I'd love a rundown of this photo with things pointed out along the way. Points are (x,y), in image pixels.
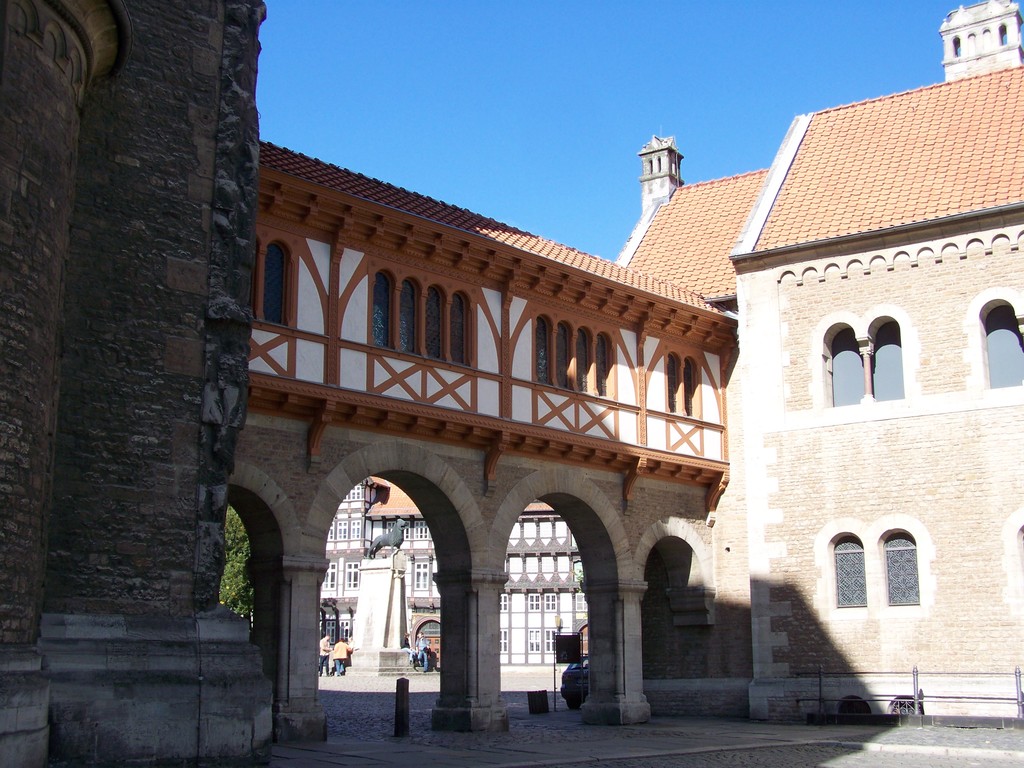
This image is taken outdoors. At the top of the image (581,96) there is the sky (692,47). At the bottom of the image (768,735) there is a floor (589,750). On the left side of the image (148,390) there is an architecture (176,228) with walls (142,606) and carvings (82,49). In the background (422,578) there is a building (552,584) and a few people (342,644) are standing on the road (357,674). There is a tree (241,565) and there is a sculpture (388,539). On the right side of the image (805,384) there is a building (805,544) with walls (919,502), windows (896,599) and a roof (786,194). In the middle of the image (674,397) there are three pillars (296,599) and there are a few windows (407,338).
